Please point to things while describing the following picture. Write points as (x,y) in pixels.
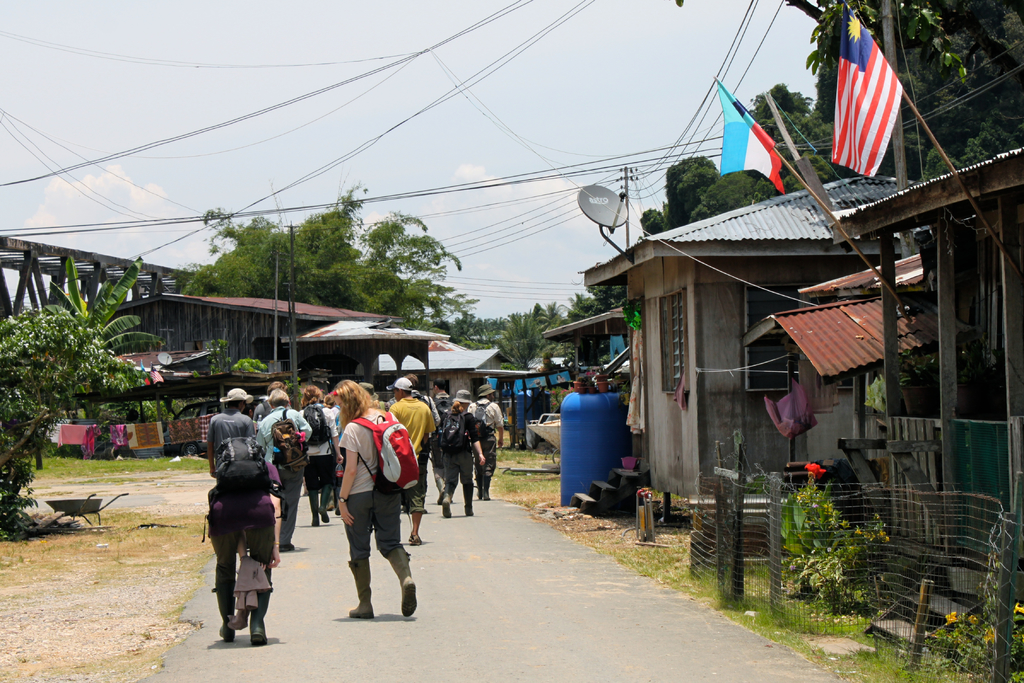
In this image there are some persons (370,464) standing on the road (414,570) in the bottom of this image (287,516). there are some houses (606,281) on the right side of this image (739,378) and left side of this image (211,368) as well. There are some trees (387,285) in the background (404,293). There is a sky (429,180) on the top of this image (490,106).
